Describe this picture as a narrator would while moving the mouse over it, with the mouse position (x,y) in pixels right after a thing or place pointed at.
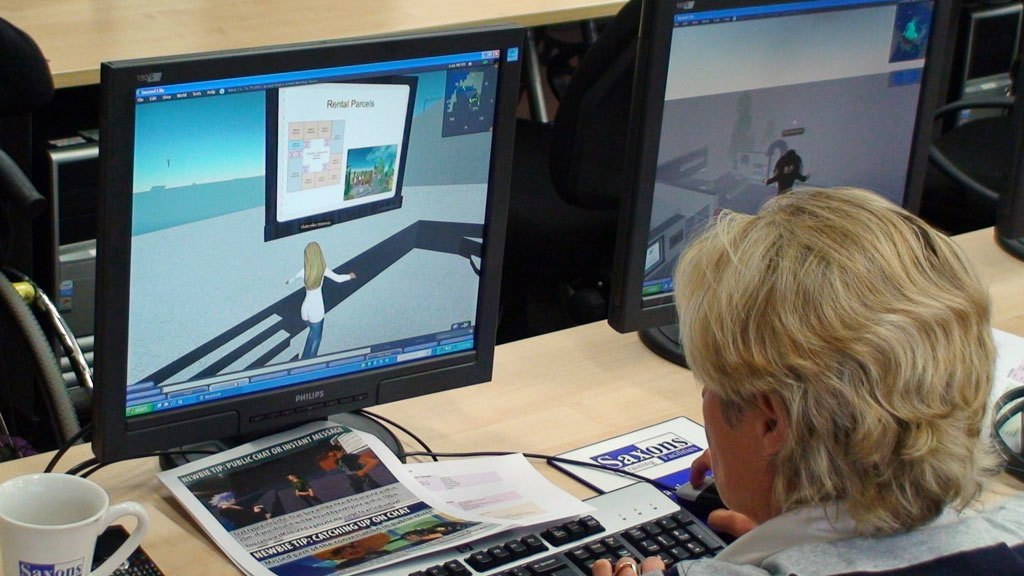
In this image there are tables (617,408), there is a table (508,414) truncated towards the bottom of the image (553,402), there is a table (155,46) truncated towards the top of the image (153,29), there are monitors (343,169), there is a monitor (696,133) truncated towards the top of the image (852,34), there are chairs (602,142), there is a chair (965,102) truncated towards the right of the image (990,166), there are objects (493,503) on the table (585,414), there are objects (512,461) truncated towards the bottom of the image (64,539), there is a person (804,410) truncated towards the bottom of the image (808,436), there are objects (998,346) truncated towards the right of the image (1006,374), there is a central processing unit (84,216), there are objects (39,355) truncated towards the left of the image (11,188).
